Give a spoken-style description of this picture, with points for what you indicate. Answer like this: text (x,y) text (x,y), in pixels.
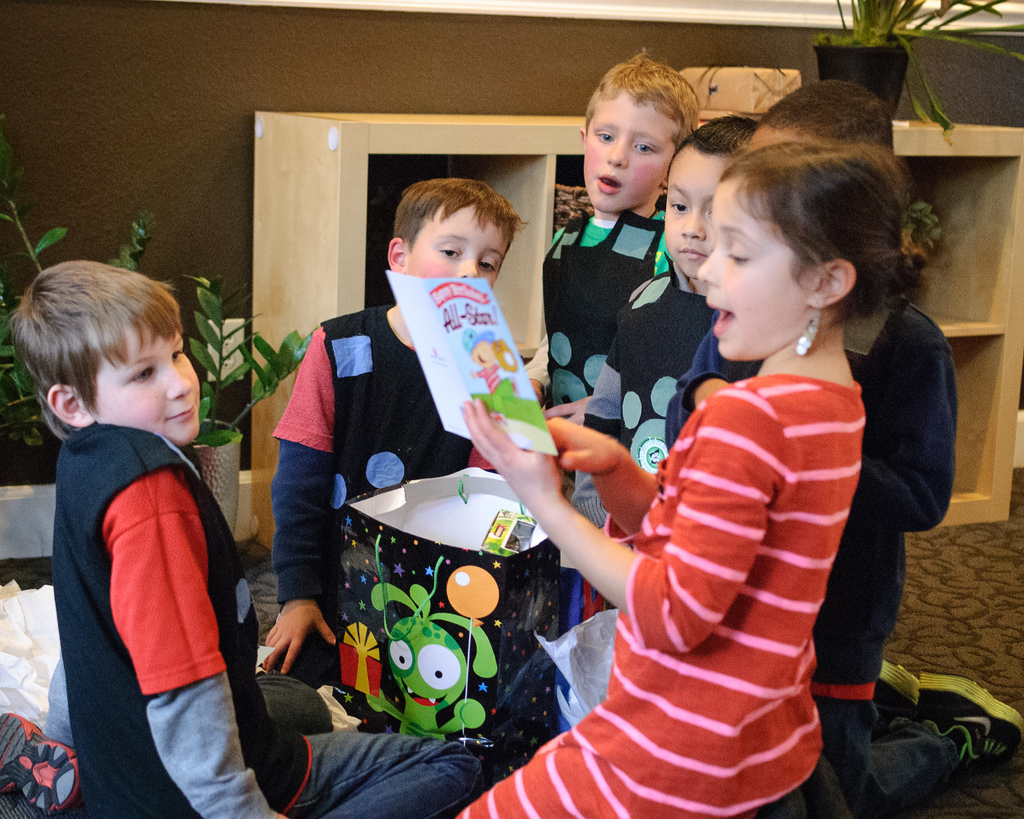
In this image I can see a girl (688,484) wearing orange and pink colored dress (743,513) is holding an object (529,404) in her hand (470,417) and few children (349,480) around her. I can see the brown colored wall (164,147), few plants (900,25) and the cream colored cabinet (406,183) in the background (974,309).
